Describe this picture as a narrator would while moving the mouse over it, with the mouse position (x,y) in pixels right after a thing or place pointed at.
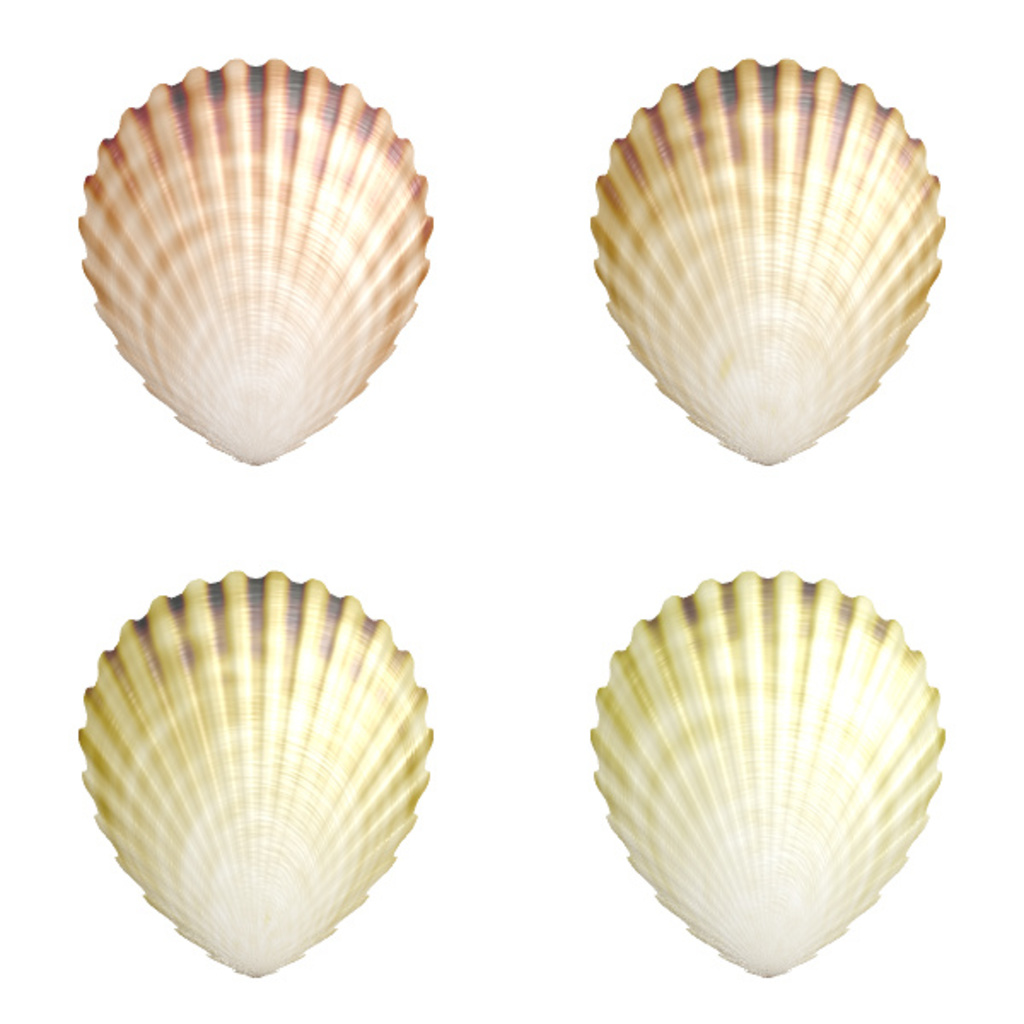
There are four shells (193,329). In the background (279,468) there is white color.
